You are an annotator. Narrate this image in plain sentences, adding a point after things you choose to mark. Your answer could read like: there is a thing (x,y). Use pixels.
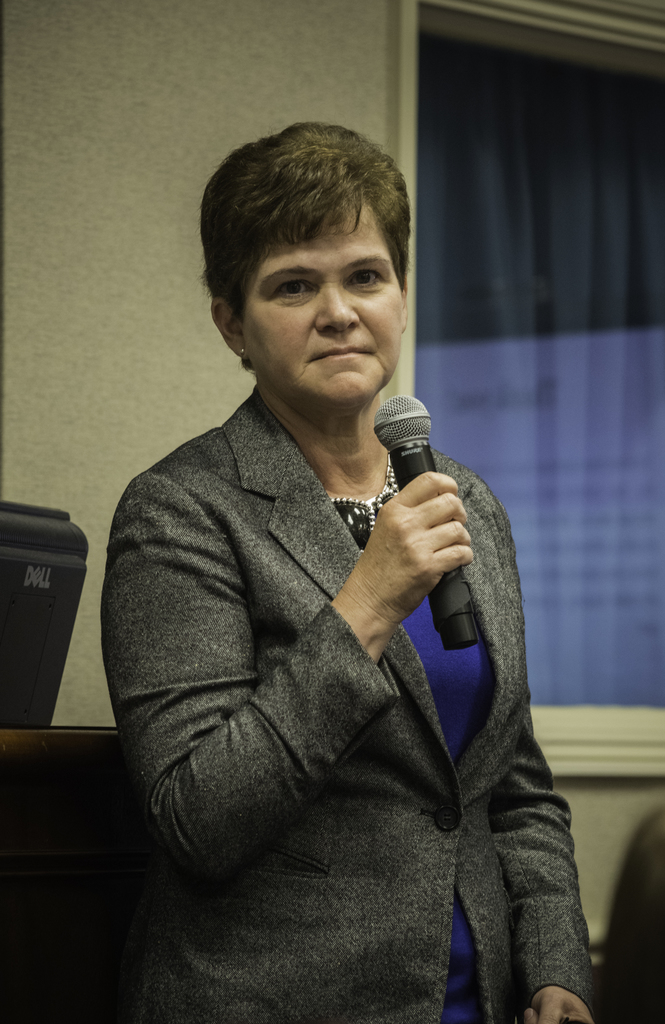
a person (311,757) is standing holding a microphone (401,469) in her hand (403,496). behind her there is wall (222,58). at the right (536,222) end there is a glass window (573,438).
